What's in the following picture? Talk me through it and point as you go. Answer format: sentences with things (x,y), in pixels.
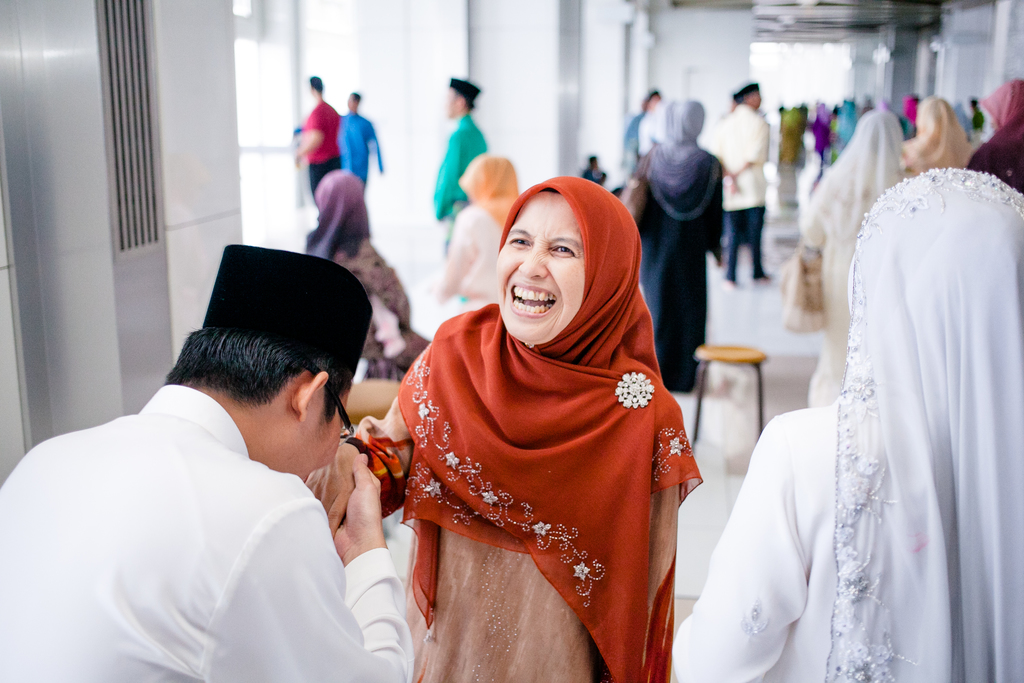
This image is taken indoors. In the background (438,102) there are a few walls (647,87). Many people (815,136) are standing on the floor (723,263) and a few are walking on the floor (413,253). There is a stool (717,359) on the floor (731,390). On the left side of the image (231,455) there is a man (142,512) and he is holding a hand (345,485) of a woman (407,441). In the middle of the image (552,385) a woman (530,487) is standing and she is with a smiling face (522,338). On the right side of the image (868,241) there are a few women (842,263).
